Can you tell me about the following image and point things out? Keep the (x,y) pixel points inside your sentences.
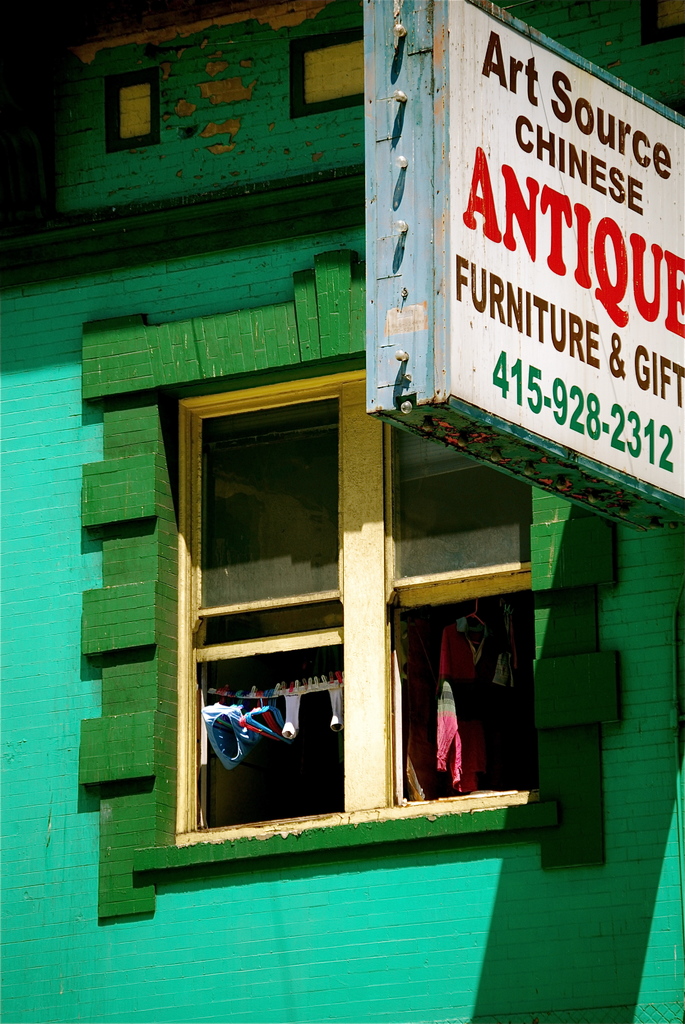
In this image there is a building (293,918) in the middle (258,598). To the building (356,883) there is a window (366,528) in the middle (368,598). On the right side (562,314) top there is a board (566,325) on which there is some text (552,259). Through the window (411,792) we can see that there are clothes (240,730) inside the room (264,749).
